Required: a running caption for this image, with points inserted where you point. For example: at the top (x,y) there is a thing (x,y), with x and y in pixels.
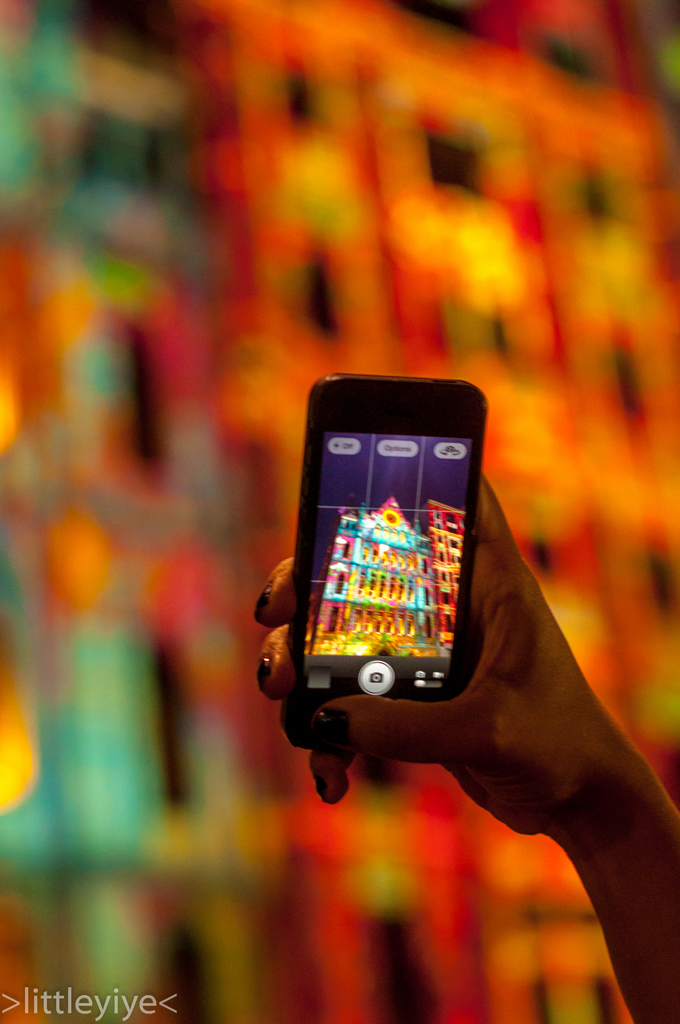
In the image we can see there is a woman (564,698) holding mobile phone (391,580) in her hand (499,508) and there is a picture of a building (383,595) in it. Behind the image is little blurry.
